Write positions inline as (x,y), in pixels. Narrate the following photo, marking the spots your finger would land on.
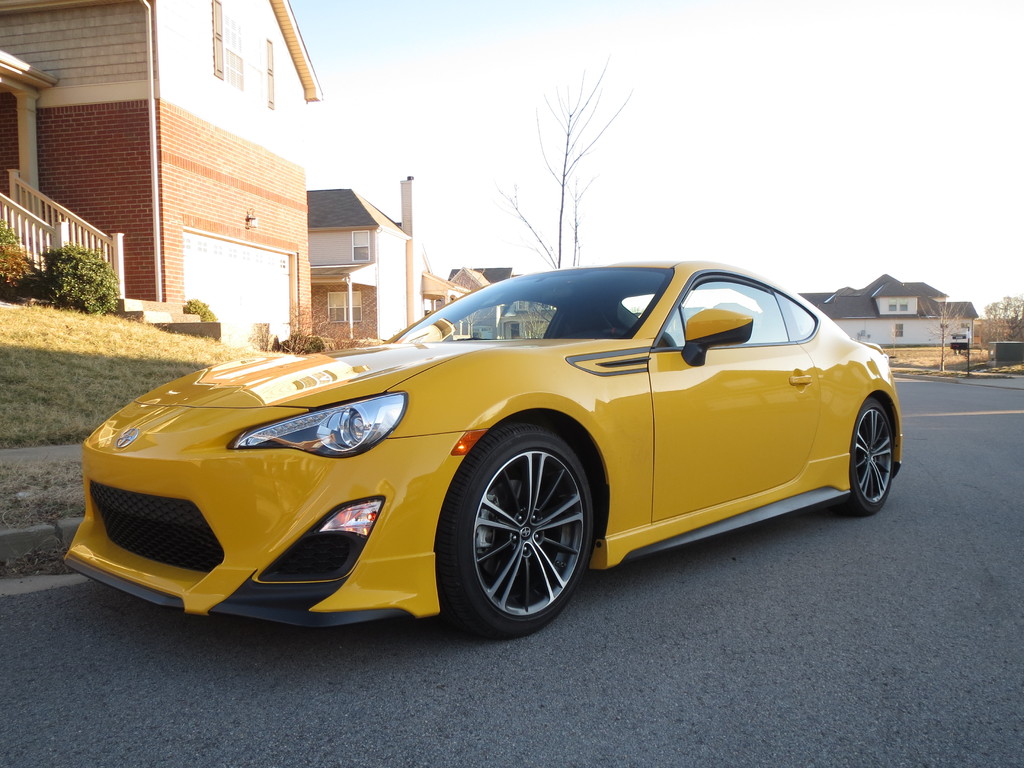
In this image I can see few buildings (261,50), windows (261,50), trees (69,286), stairs (118,287) and yellow color car (729,505) on the road (836,529). The sky (683,188) is in white and blue color.
